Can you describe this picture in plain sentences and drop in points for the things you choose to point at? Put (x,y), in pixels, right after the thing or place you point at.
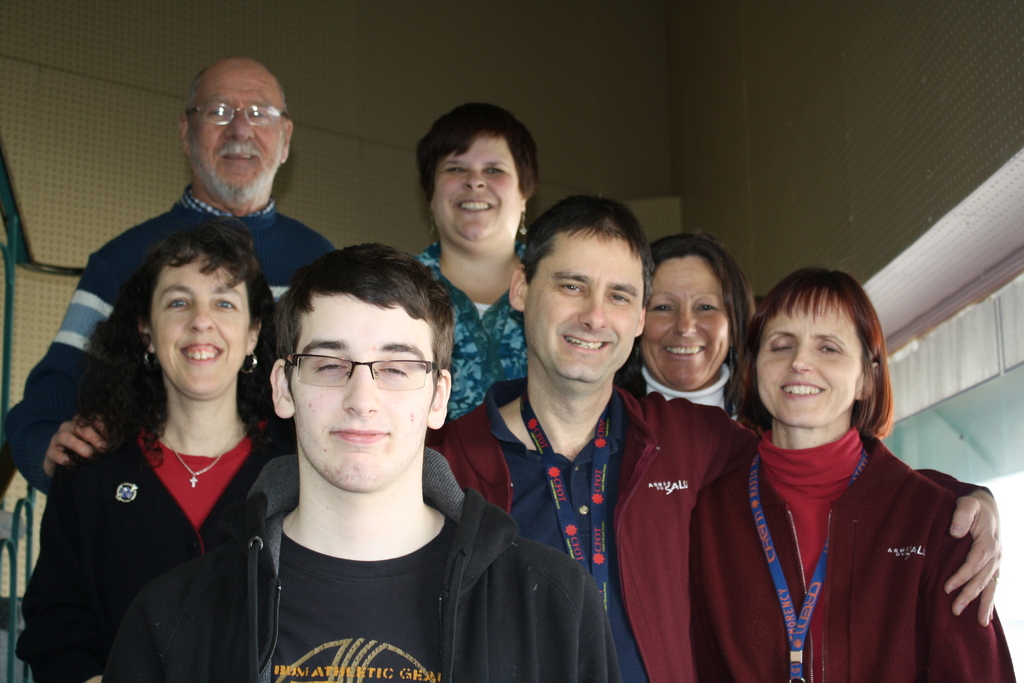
In this image we can see men (416,400) and women (844,472) standing and smiling.
